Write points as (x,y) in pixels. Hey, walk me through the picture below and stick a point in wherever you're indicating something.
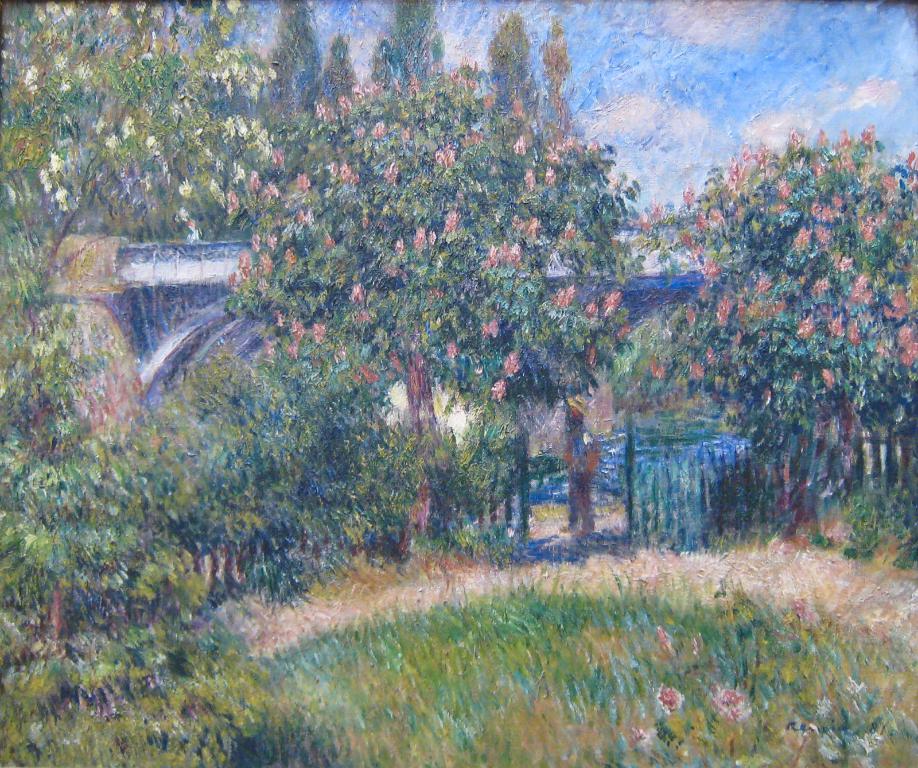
In this picture we can see a painting (141,606) of grass (425,687), trees (774,259), flowers (717,710), fence (715,470) and the sky (682,53) with clouds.
